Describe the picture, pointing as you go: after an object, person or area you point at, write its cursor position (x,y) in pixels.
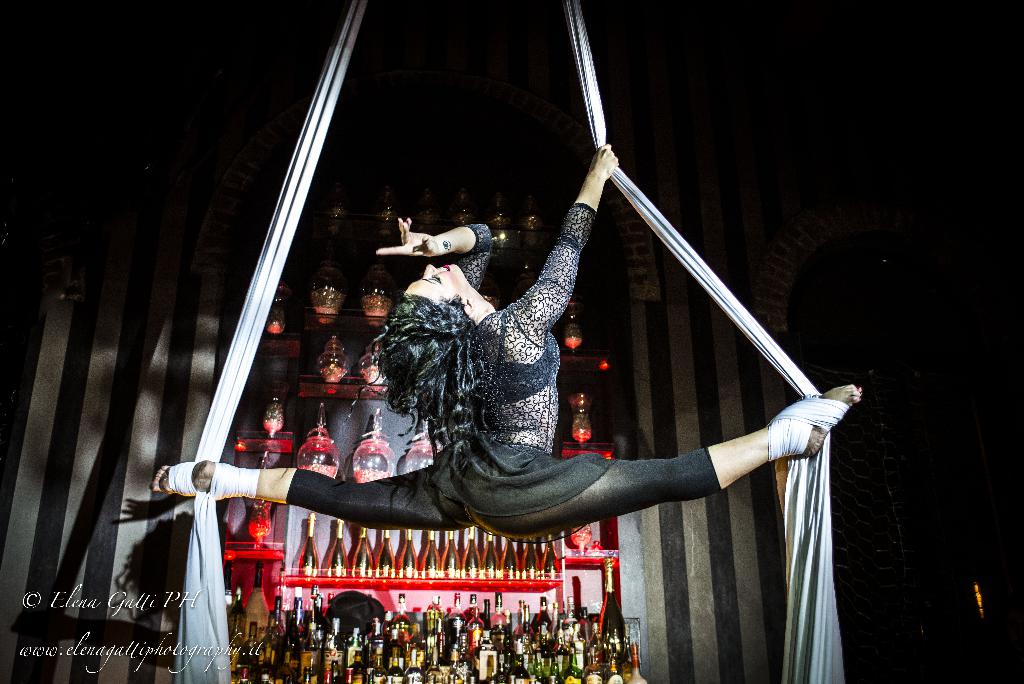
In this picture I can see alcohol bottles (400,621) on the racks (563,574) in the background (444,602). I can see a woman (496,485) doing the aerial silk dance.
